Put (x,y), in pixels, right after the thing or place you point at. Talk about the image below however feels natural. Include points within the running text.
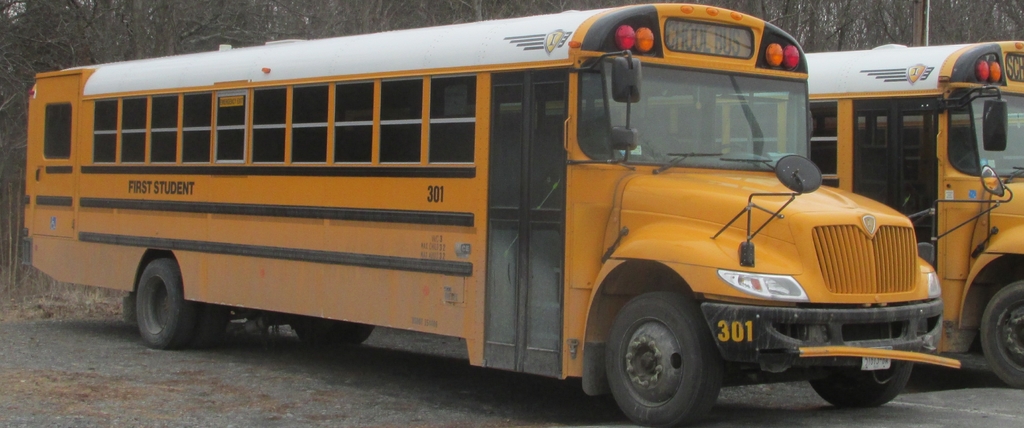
In this image, we can see vehicles (377,324) on the road (310,369) and in the background (849,17), there are trees (137,50) and we can see a pole (922,29).
